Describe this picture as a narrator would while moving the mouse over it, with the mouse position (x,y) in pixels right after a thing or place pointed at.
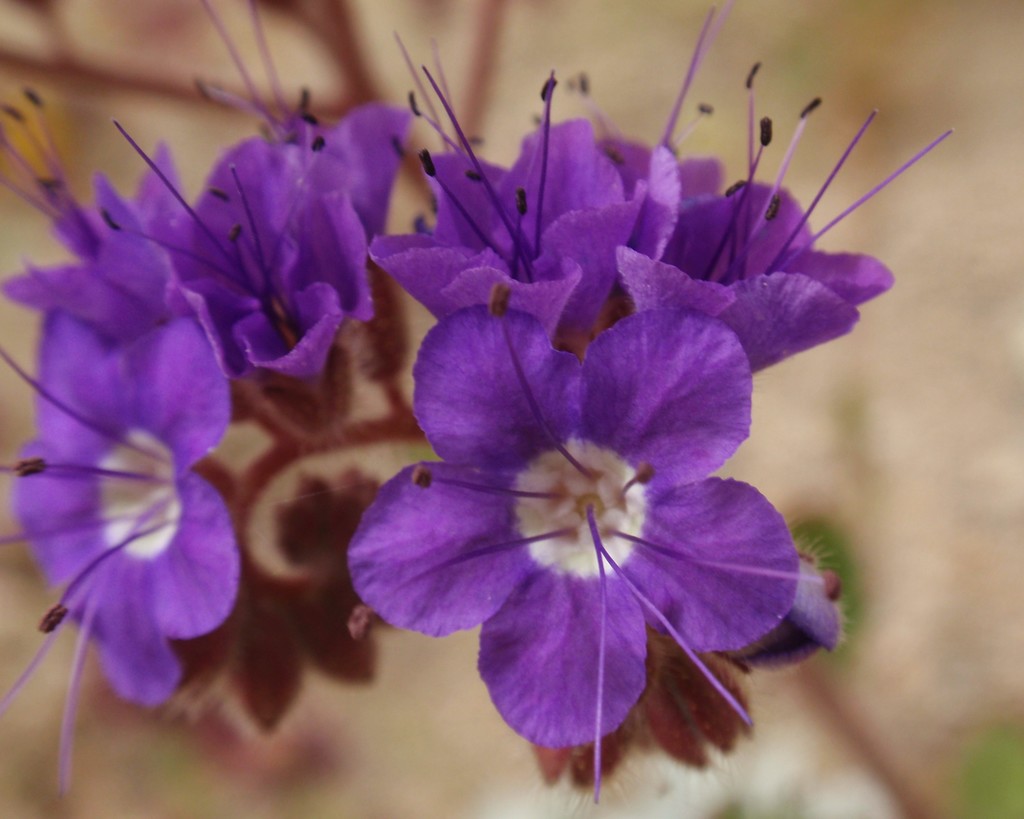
In this image we can see some flowers (414,482) and the background (422,806) image is blurred.
